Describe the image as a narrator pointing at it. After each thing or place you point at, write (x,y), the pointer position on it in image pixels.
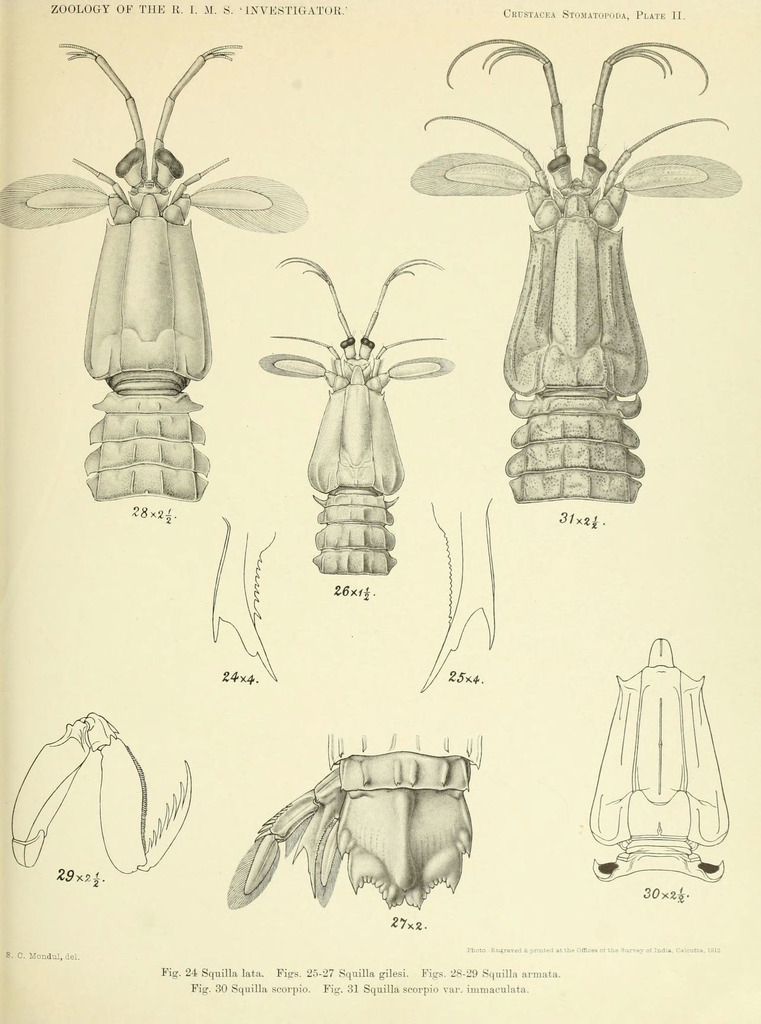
We can see pictures of mantis shrimps (358,459).
